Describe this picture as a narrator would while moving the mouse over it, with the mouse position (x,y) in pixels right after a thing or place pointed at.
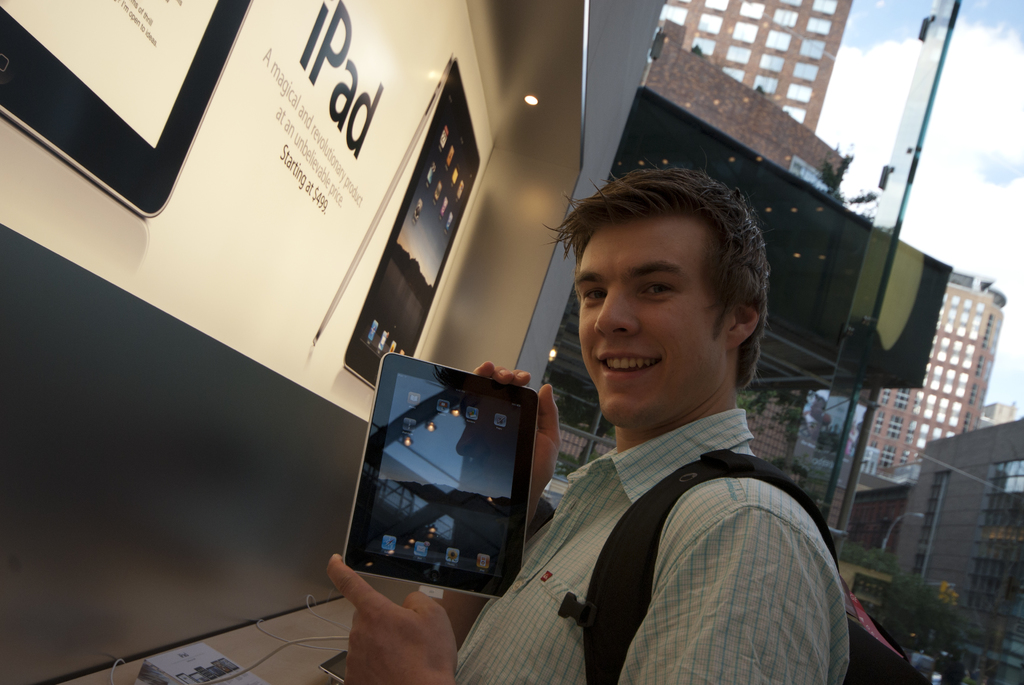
In this picture we can see a man (598,285) who is holding a tab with his hands (453,632). He is smiling. On the background (779,400) we can see buildings (909,414). And this is sky (965,156).
